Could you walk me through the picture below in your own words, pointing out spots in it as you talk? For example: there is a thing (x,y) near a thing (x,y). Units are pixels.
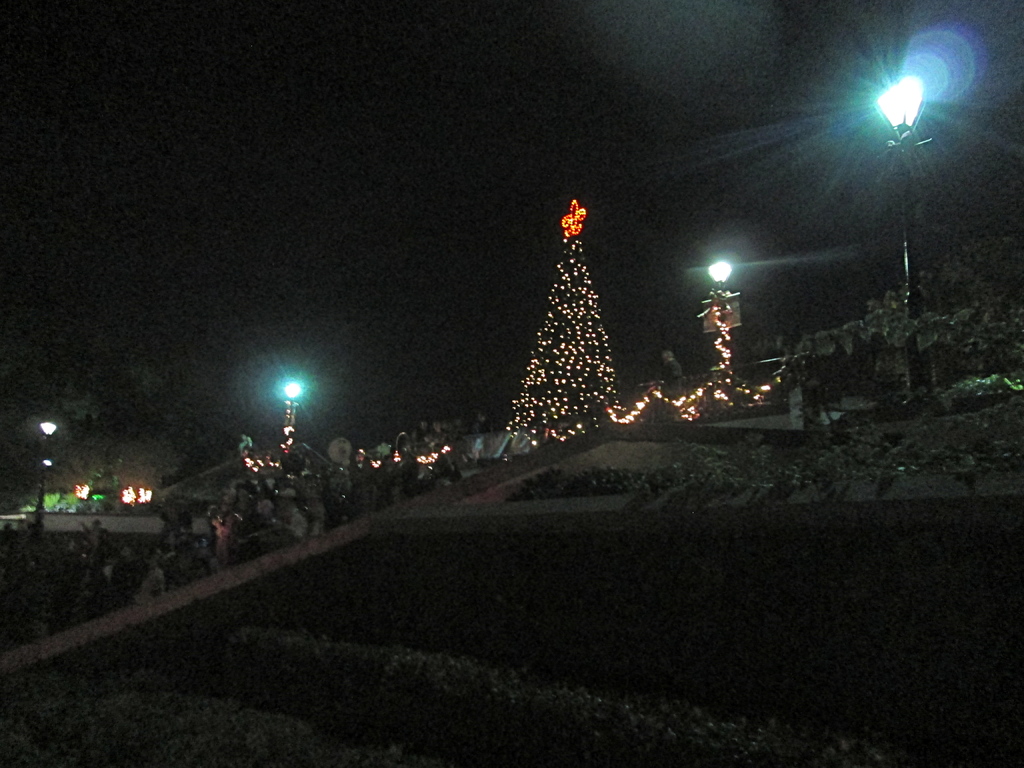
There are some plants (461,670) at the bottom of this image (477,648), and there are some persons (263,543) on the left side of this image (267,504). We can see lights (720,337) in the middle of this image (542,360), and it is dark at the top of this image (616,165).
